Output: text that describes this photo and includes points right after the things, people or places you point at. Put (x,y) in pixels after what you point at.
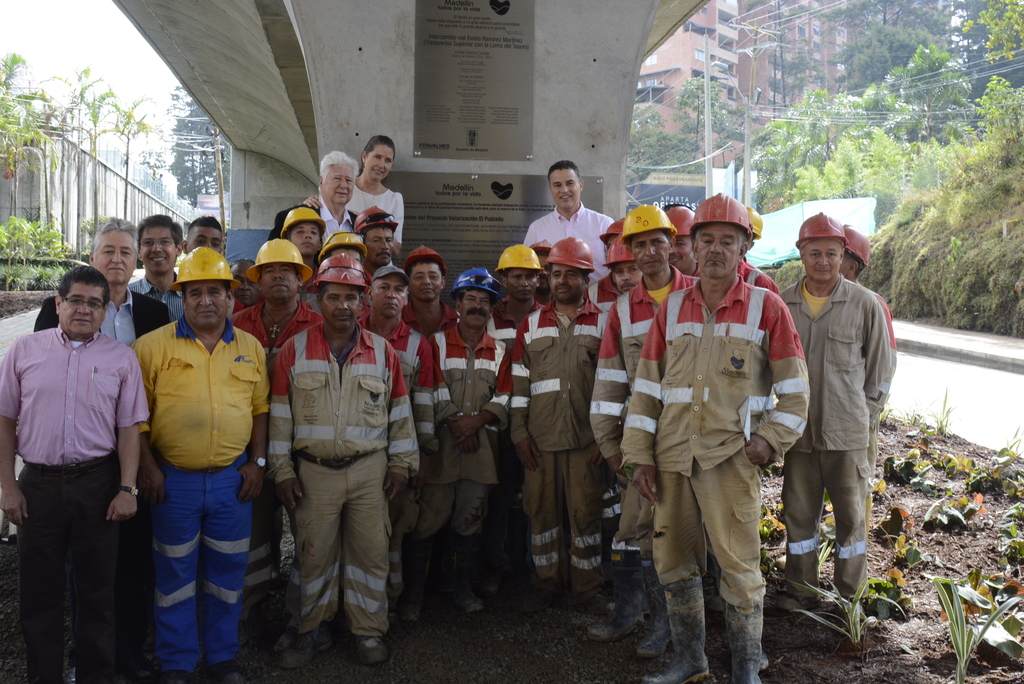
In this picture I can see number of people (583,282) who are standing under the bridge (225,31) and on the right side of this image (949,468) I see few plants (938,501). In the background (1005,16) I see number of trees (908,72), wires (835,116), poles (747,142) and the buildings (698,53).
